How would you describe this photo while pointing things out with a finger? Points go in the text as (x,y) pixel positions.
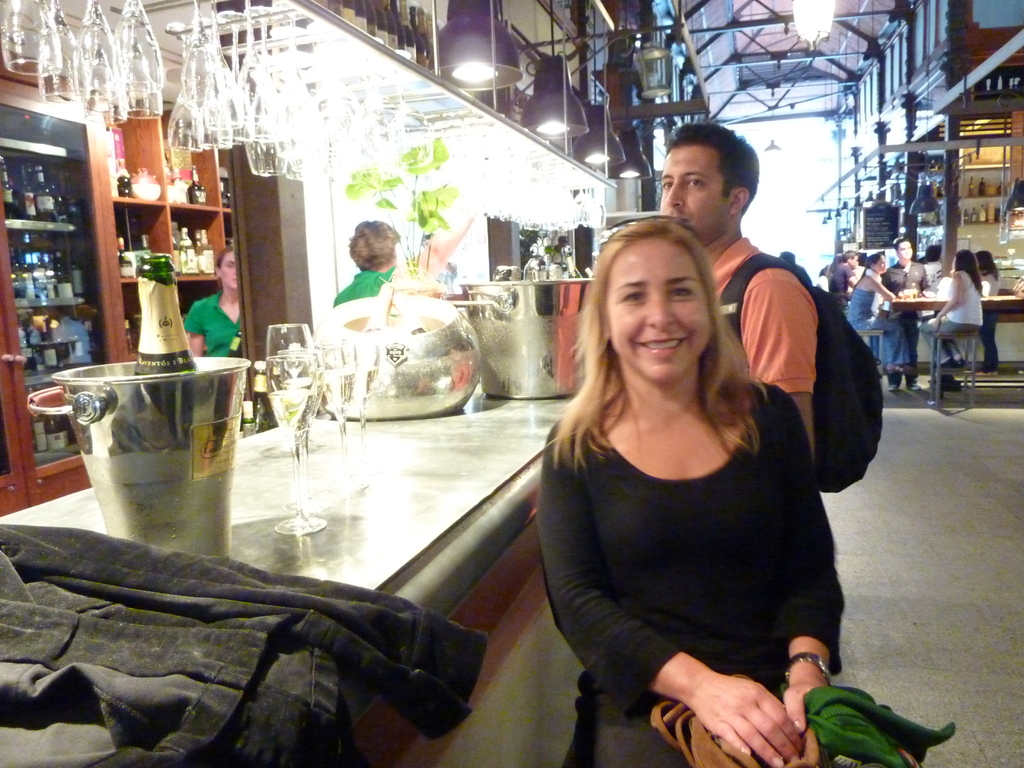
In this image I can see a woman (686,497) wearing black dress (675,552) is sitting and smiling. I can see a desk (467,452) on which I can see a black colored jacket (184,618), a bucket (191,495), a bottle (182,348) in it, few wine glasses (303,436) and few other objects (426,346). In the background (686,157) I can see a person (683,145) standing, a plant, few persons (832,273) sitting, few wine glasses (368,133), few bottles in the rack (65,182), few lights (577,127), the roof (730,56) and the white background (771,189).
